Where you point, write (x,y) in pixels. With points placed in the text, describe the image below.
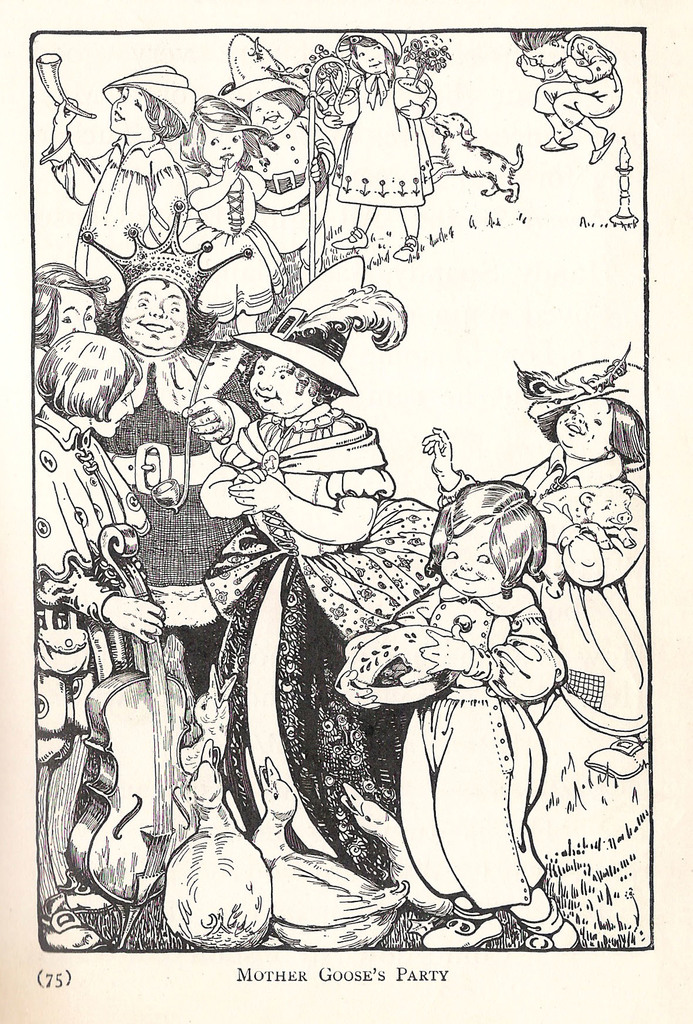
In this image we can see a group of people (526,733) standing holding the musical instruments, animals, birds (268,853) and some objects (424,665). We can also see a dog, candle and some birds (284,907). On the bottom of the image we can see some text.
